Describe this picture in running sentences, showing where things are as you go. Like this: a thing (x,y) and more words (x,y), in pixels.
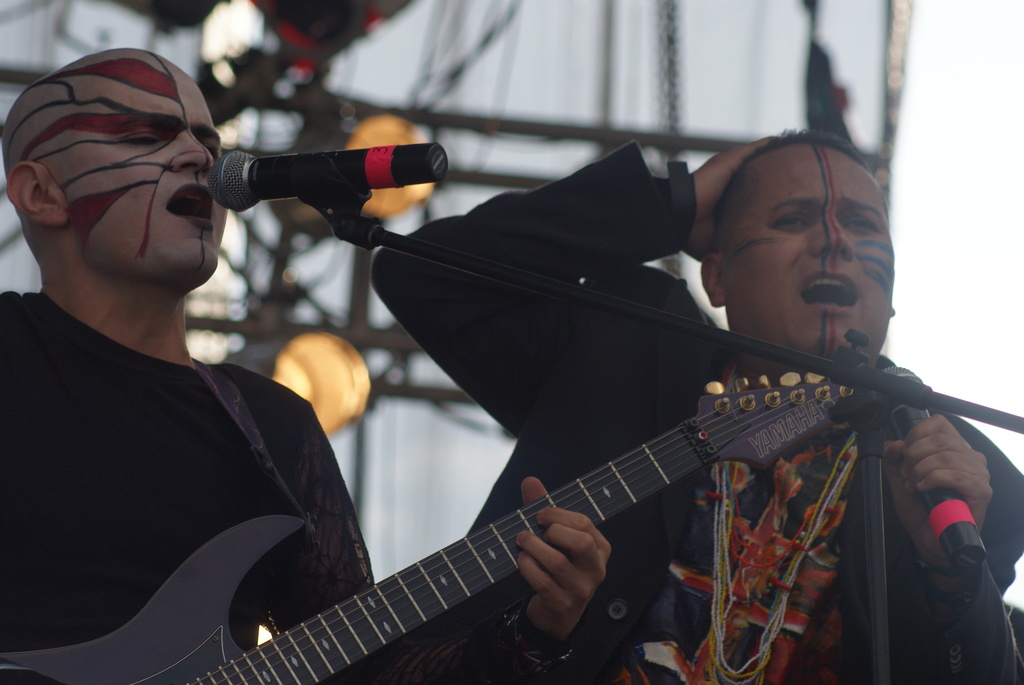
In this image i can see 2 persons (474,383), one of them is holding a guitar (117,643) in his hands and singing a song, there is a microphone (222,200) in front of him, and the other one is holding a microphone (941,495) in his hand (931,446) and singing a song.
